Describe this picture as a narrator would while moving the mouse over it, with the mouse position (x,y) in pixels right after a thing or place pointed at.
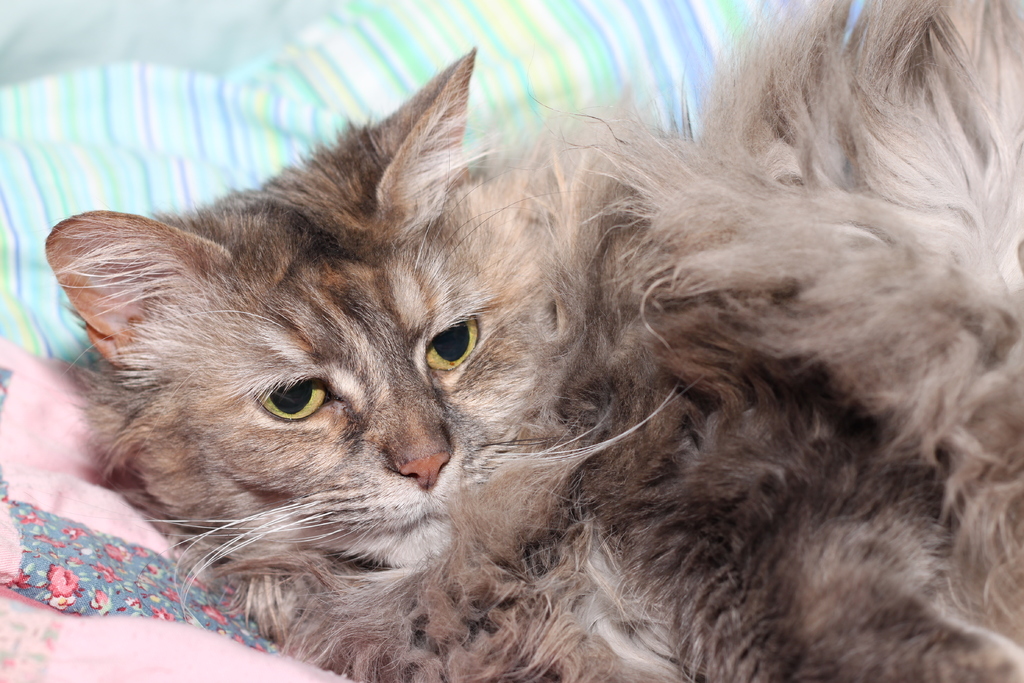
In the image there is a cat (503,294) laying on pillows (258,121).
